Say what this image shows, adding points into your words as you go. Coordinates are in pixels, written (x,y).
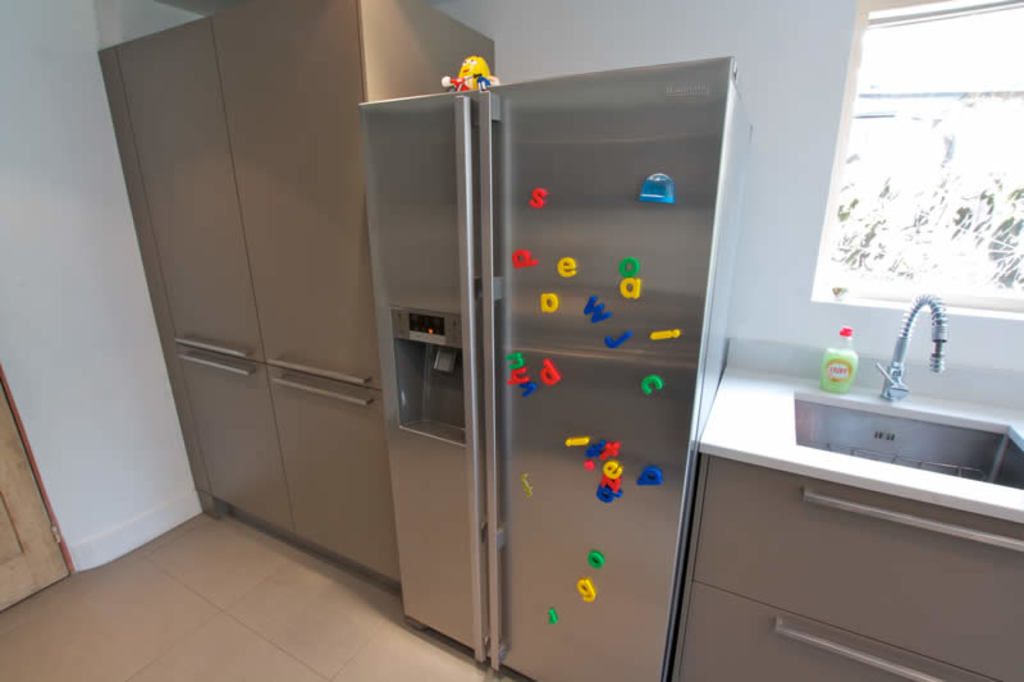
There is refrigerator (504,437), there is tap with the basin (873,426), this is door (31,552) and wall (77,478).
